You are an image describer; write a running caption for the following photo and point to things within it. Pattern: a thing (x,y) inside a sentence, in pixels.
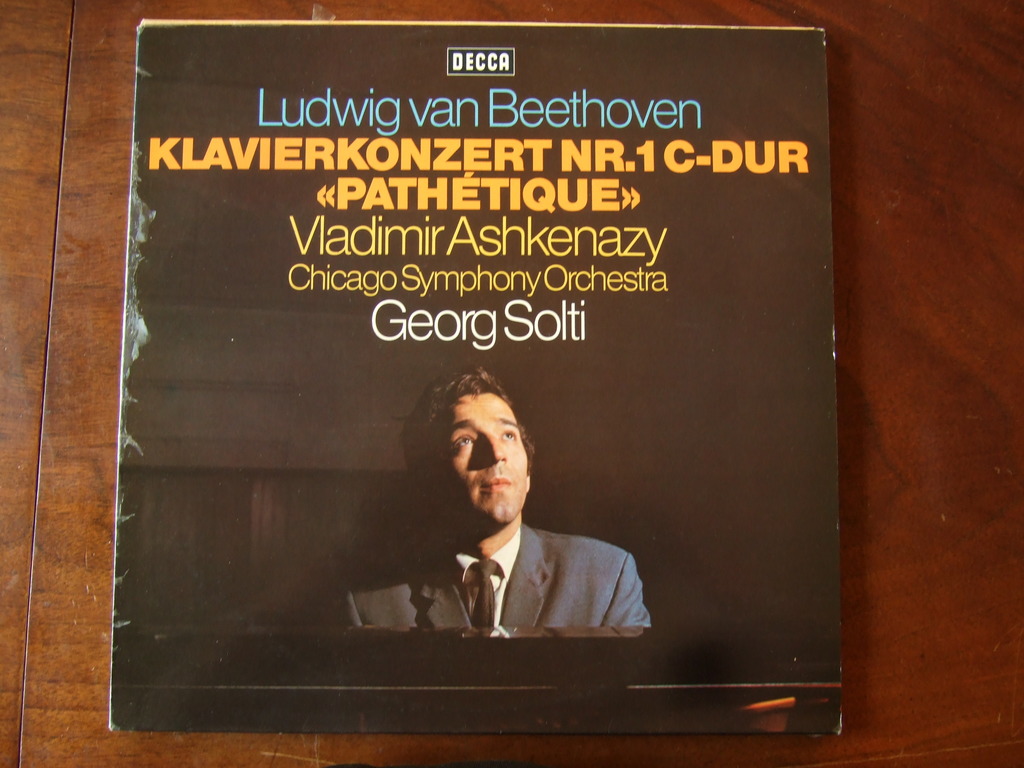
In this image we can see a cover of a record (198,209) on which a person's photo (479,529) and a text (394,253) are present on it.
